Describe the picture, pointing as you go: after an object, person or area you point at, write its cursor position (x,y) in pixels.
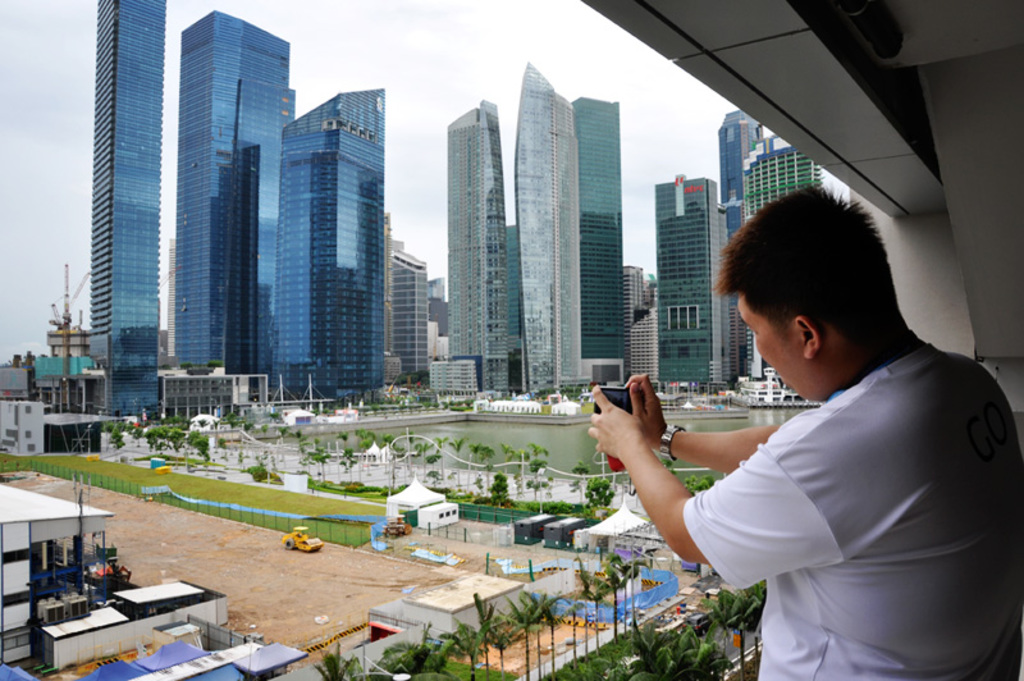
In this picture I can see a person (833,563) standing under the roof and holding camera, side we can see a vehicle (304,544) on the ground (319,555) and also I can see some trees (538,457), buildings (316,282), tents (242,669) and water (480,430).
